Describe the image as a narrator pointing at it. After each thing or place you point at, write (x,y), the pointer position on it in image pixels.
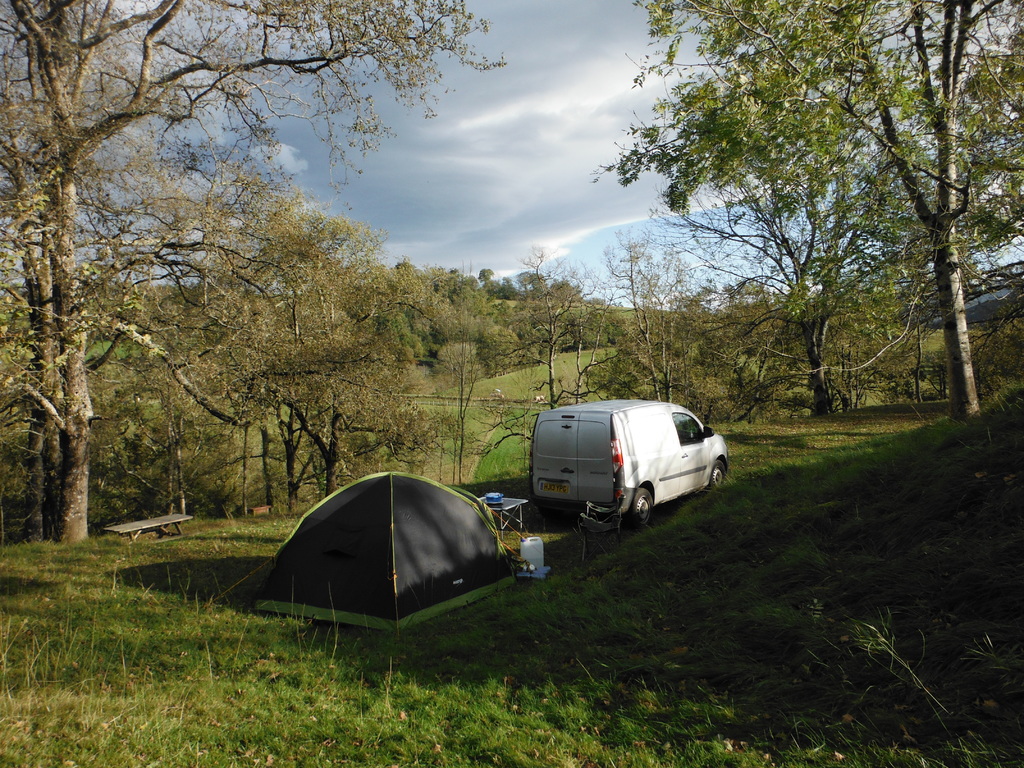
In the middle of the picture (551,424) I can see the car (531,487). On the left (290,516) and right side of the image (706,381) I can see groups of trees (306,466). At the bottom of the image (510,663) I can see the grass (433,644). There is a sky (775,275) on the top of this image (532,161).
